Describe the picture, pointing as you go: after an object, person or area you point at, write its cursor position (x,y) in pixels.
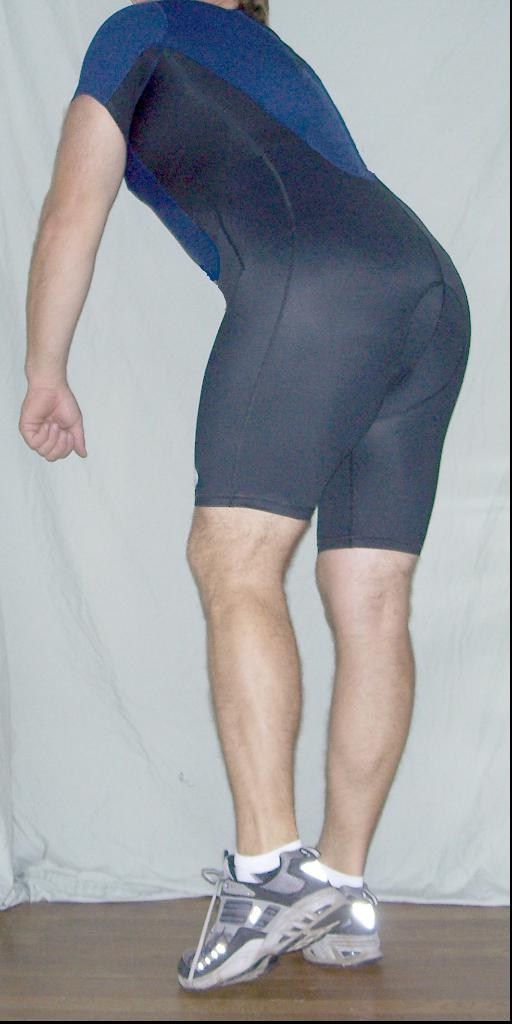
Here we can see a person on the floor (325,1003). In the background (467,177) there is a white cloth (462,735).
